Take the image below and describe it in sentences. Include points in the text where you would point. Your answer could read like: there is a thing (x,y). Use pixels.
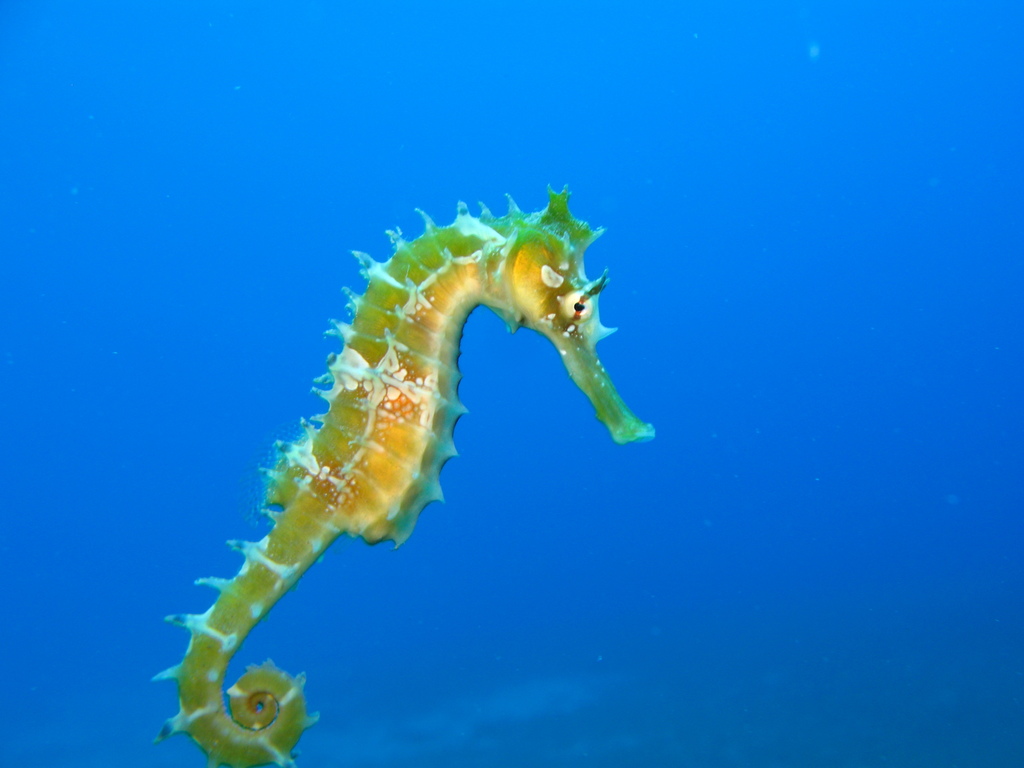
In this picture, I can see a seahorse (374,351) in the water (447,620), It is white and brown in color and i can see a blue color background (180,239).
